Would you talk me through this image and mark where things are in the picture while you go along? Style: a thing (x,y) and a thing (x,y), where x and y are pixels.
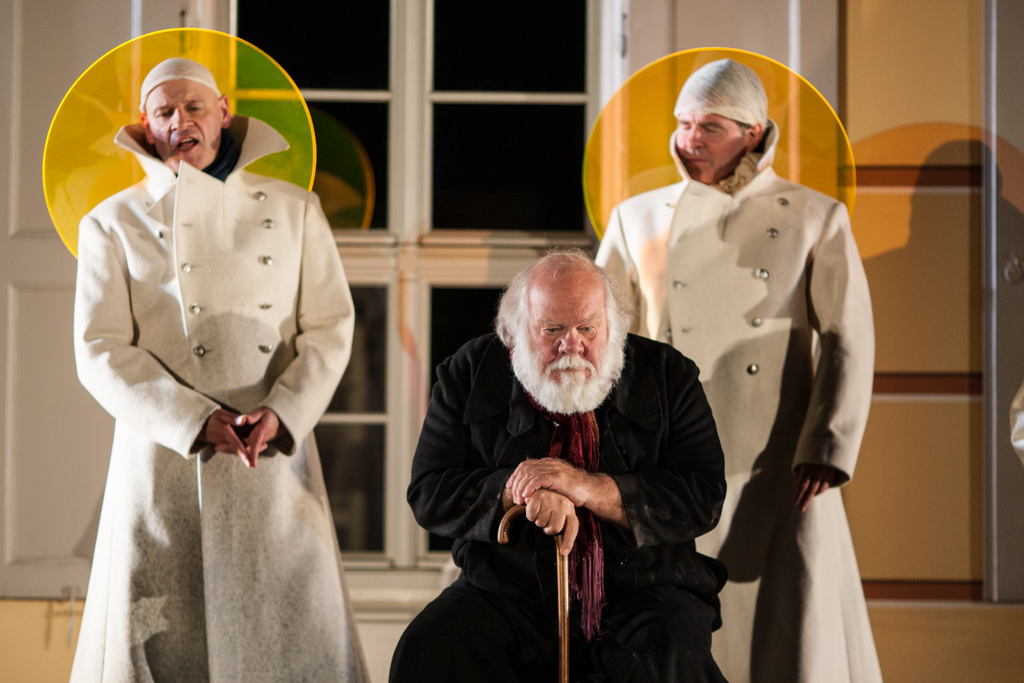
In this image we can see a man (483,454) sitting holding a walking stick (563,568). On the backside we can see two men (320,408) standing on the floor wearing the costume (348,648). We can also see a window (378,39) and a wall (373,615).
